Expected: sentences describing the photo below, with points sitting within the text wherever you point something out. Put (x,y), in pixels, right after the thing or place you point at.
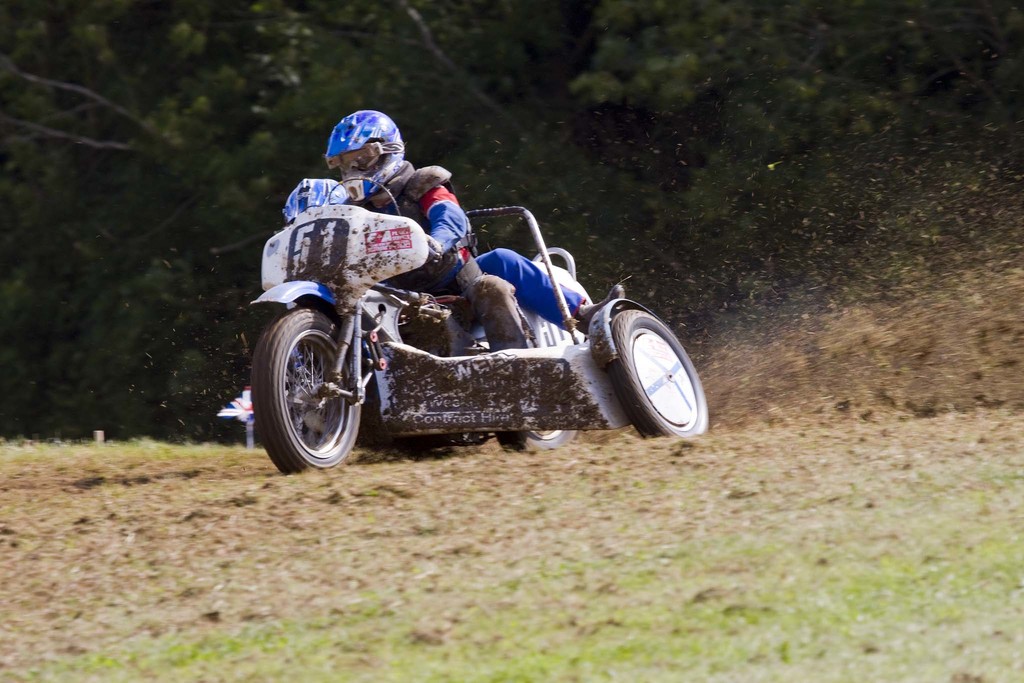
In this picture we can see a person (401,196) wore a helmet (366,117), riding a vehicle (569,353) on the ground (149,520) and in the background (359,52) we can see trees (162,137).
